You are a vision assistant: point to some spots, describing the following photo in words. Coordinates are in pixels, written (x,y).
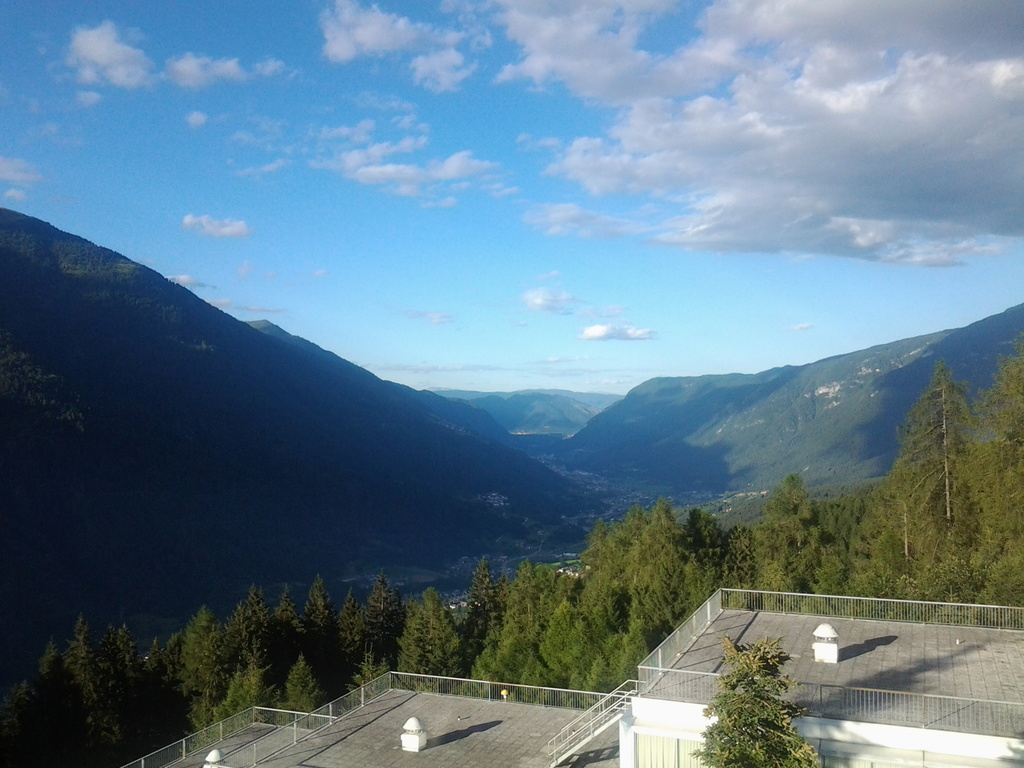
In this image I can see building (604,729), number of trees (652,649) and in background (619,394) I can see mountains (295,464), clouds (817,35) and the sky (496,217). I can also see shadow (930,665) over here.
